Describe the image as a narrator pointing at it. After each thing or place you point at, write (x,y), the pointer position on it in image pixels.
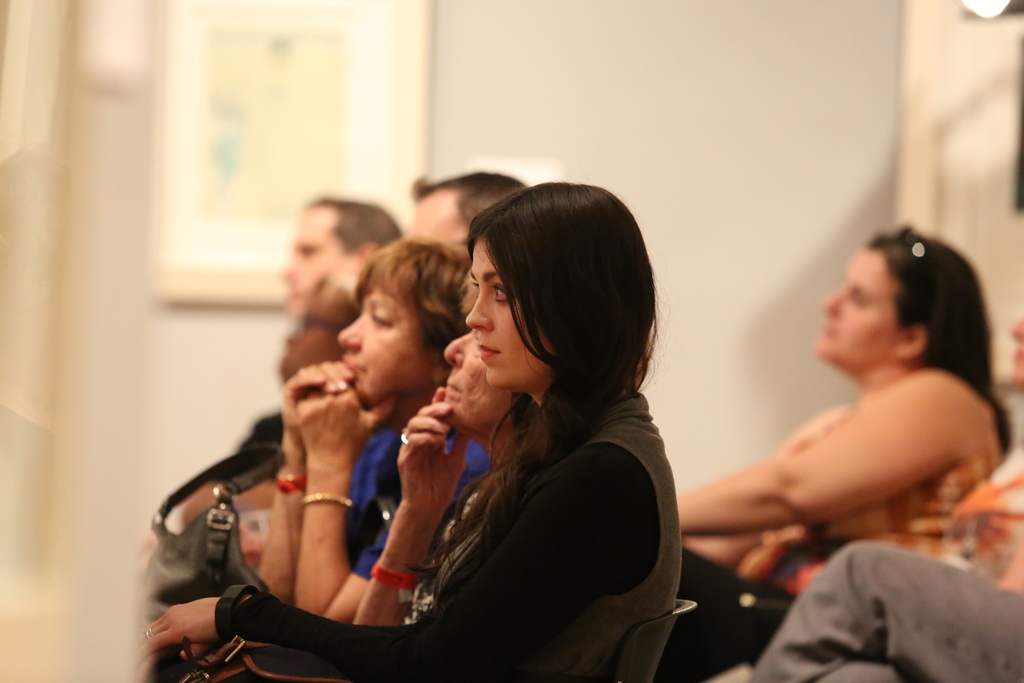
There are group of people (602,581) sitting. This looks like a handbag (198,561). In the background (264,90), I can see the frame (245,199), which is attached to the wall (518,91).
